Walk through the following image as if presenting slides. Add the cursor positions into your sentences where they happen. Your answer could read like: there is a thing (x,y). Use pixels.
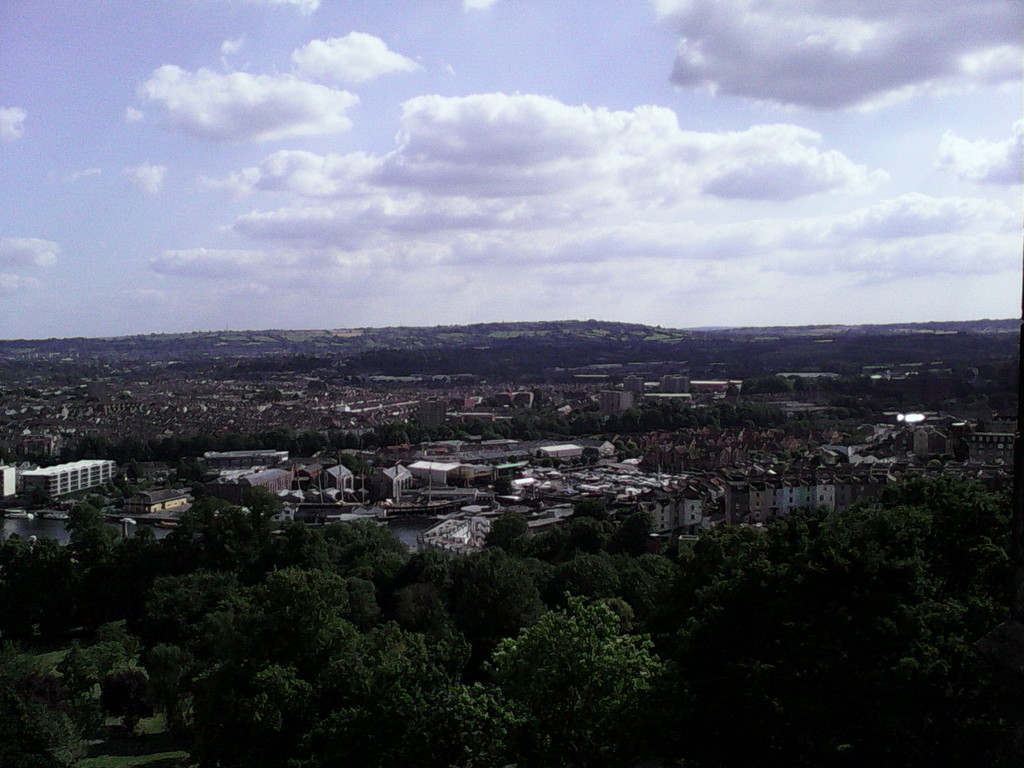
In this image we can see many trees (622,660) and buildings (416,455). In the background (482,199) there is sky (534,212) with clouds (568,232).
